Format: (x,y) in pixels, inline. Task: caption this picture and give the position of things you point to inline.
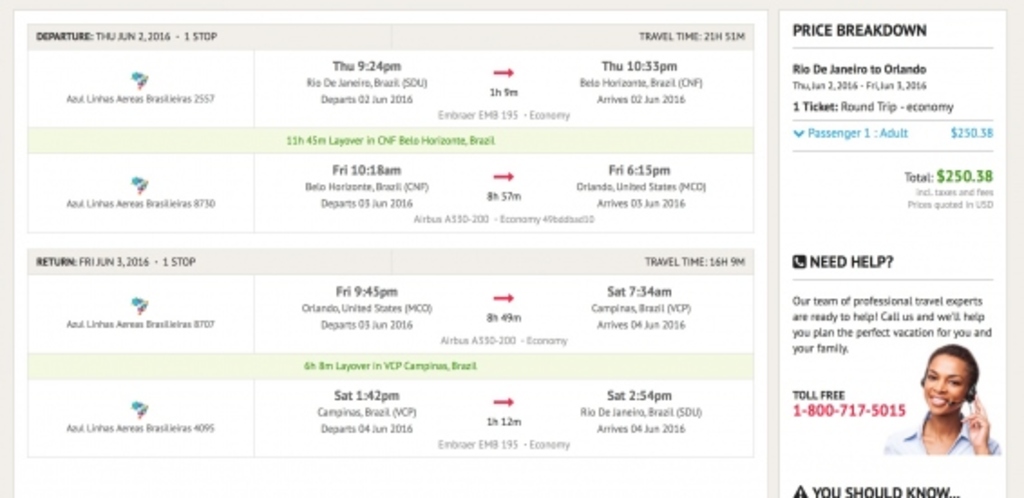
In this image, we can see a screenshot with some image (918,430) and text (955,337).
